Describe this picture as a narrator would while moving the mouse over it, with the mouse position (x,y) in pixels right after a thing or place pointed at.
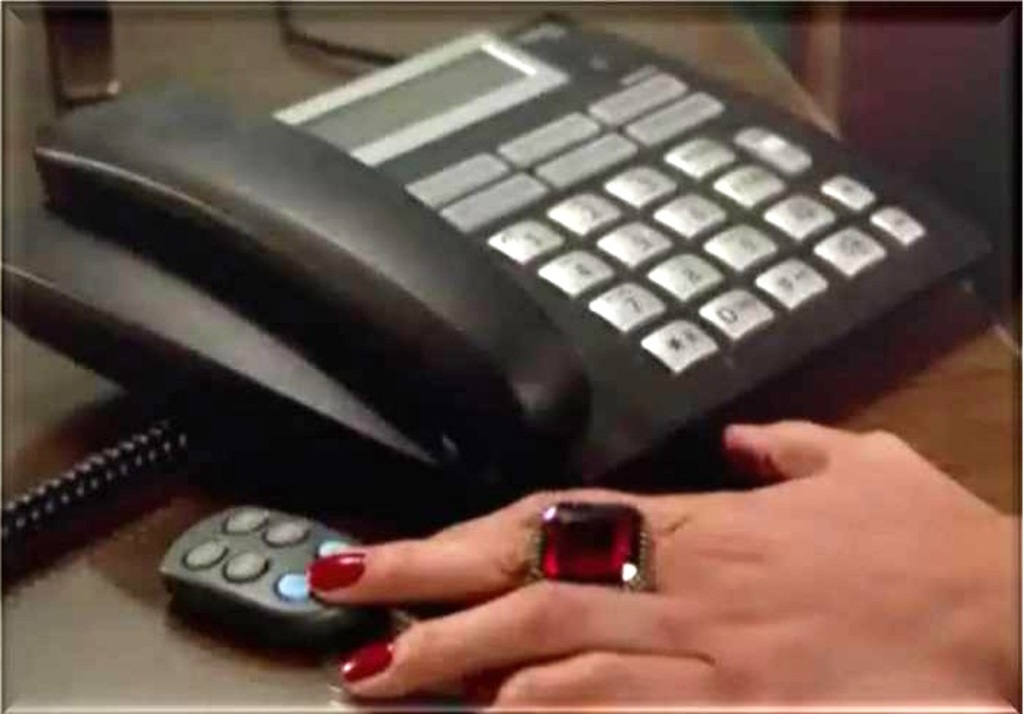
In this picture I can observe a black color telephone (392,373) placed on the table (10,388). There is a human hand (392,569) in the middle of the picture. I can observe a wire (115,470) on the left side (110,455).
